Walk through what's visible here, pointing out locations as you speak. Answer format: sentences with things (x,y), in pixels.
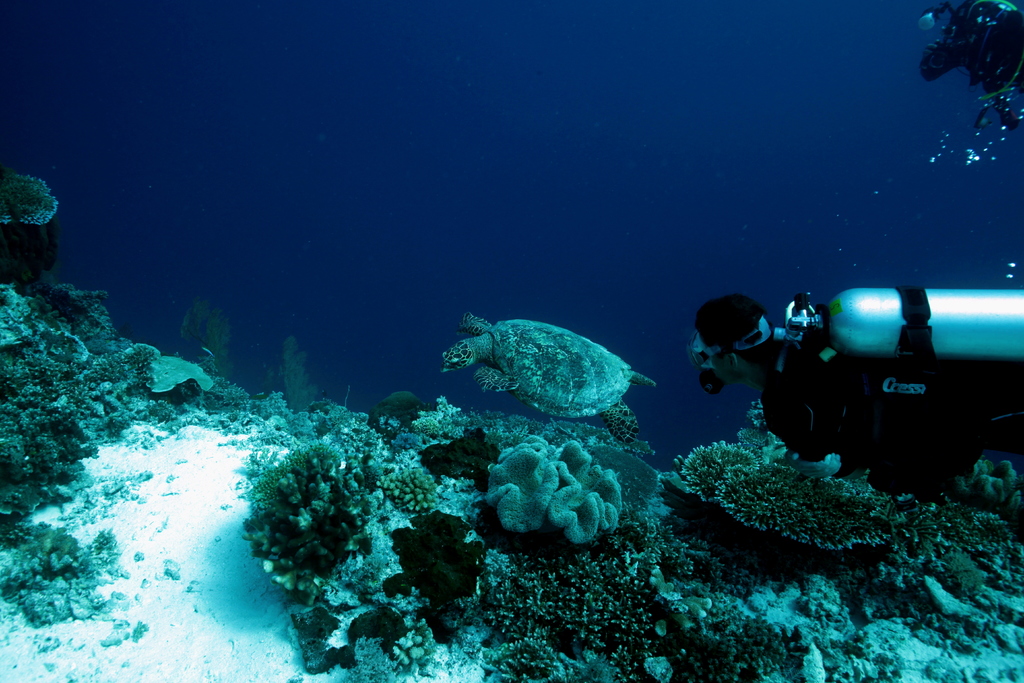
In this picture I can see a person (749,382) with an oxygen cylinder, there is a turtle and there are reefs (972,476) in the water (451,306).
